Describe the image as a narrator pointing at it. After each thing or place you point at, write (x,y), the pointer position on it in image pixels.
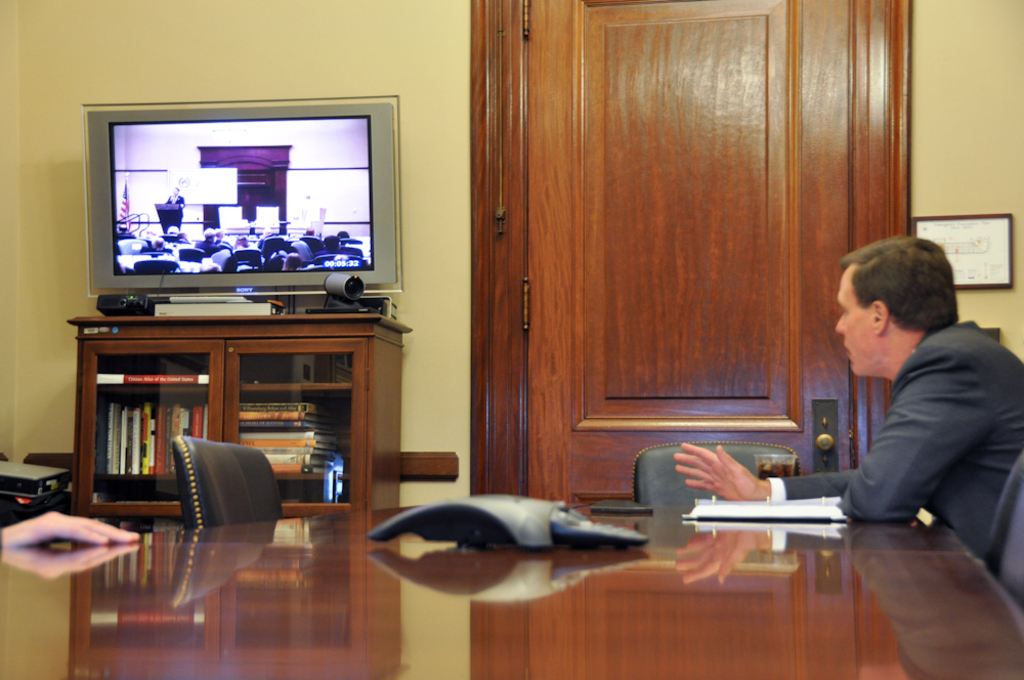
This is an inside view of a room (21,154). On the right side (924,393) a man (943,442) is sitting on the chair (1017,522) in front of the table (855,565). In front of this man (940,454) there are some papers (743,507). On the left side (29,536), I can see a person's hand (43,534) on the table (56,571). In the background (217,328) there is a cupboard (185,356) on which a television (297,267) is placed. The cupboard (203,348) is filled with the books (195,407). On the right side of this cupboard (329,371) there is a door (564,191). On the right side (976,237) a board (974,242) is attached to the wall (962,137).
